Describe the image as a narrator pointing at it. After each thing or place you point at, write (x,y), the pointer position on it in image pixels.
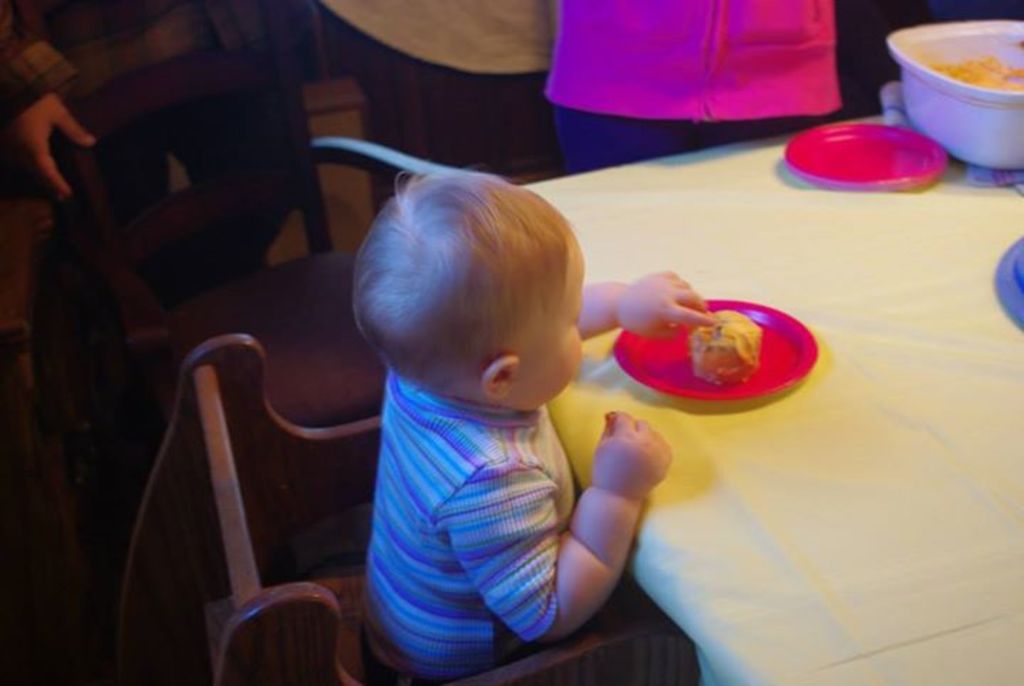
He is sitting on a chair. There is a table (646,529). There is a plate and bowl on a table (806,219).
